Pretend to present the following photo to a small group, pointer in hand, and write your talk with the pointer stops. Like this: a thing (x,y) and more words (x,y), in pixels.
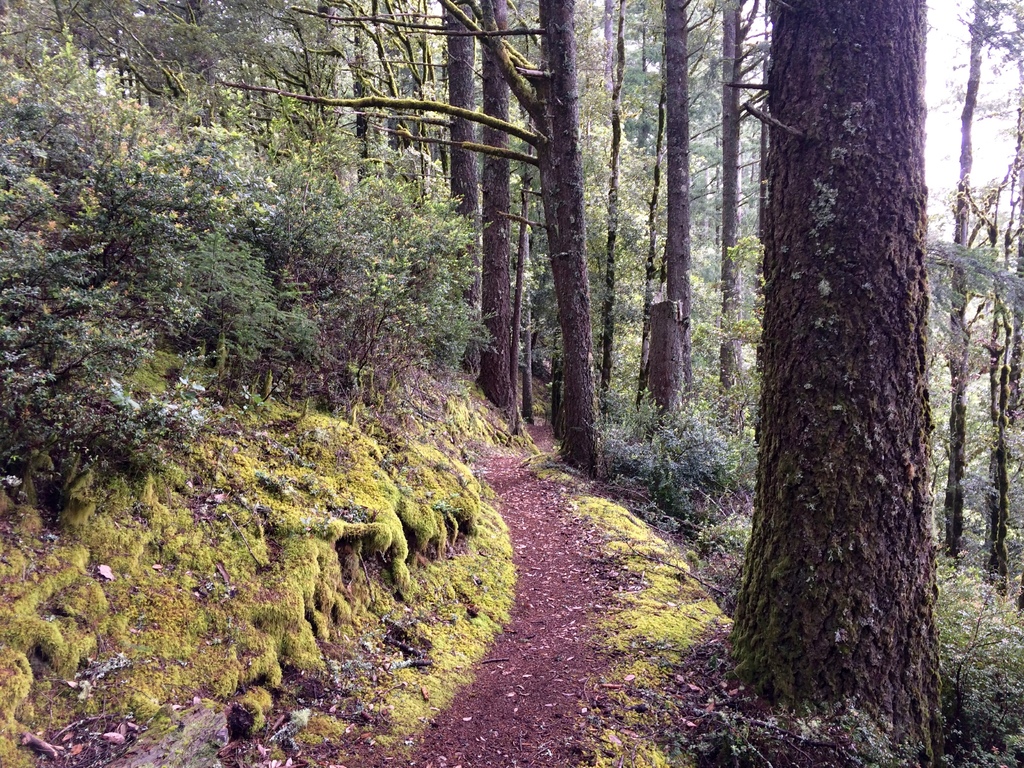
In the image we can see trees (751,284), plants (171,312), grass (255,581), path (564,516) and the sky (957,132).
